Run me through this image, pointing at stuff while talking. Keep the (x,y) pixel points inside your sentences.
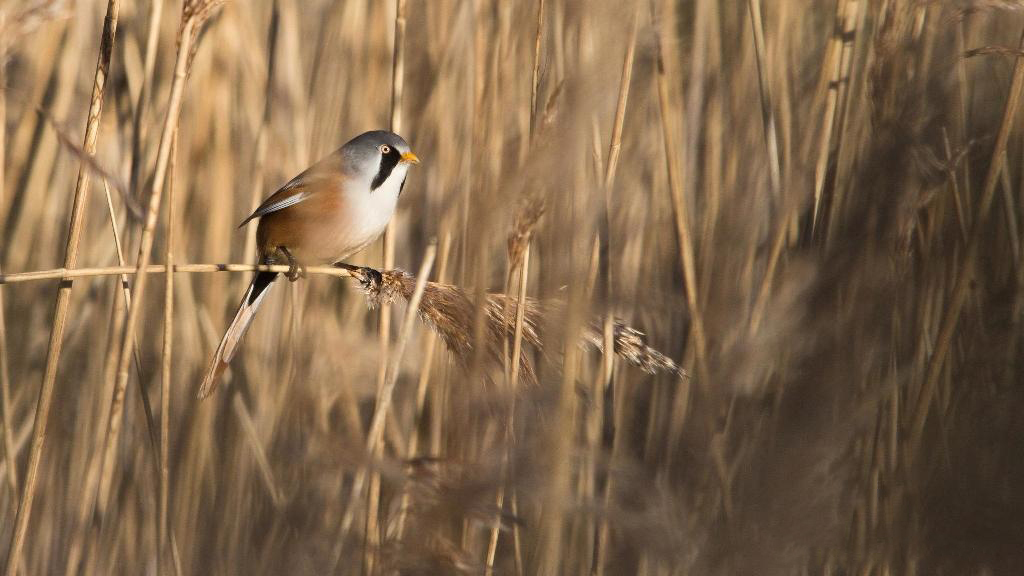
In this picture we can see a bird (390,136) and in the background (332,152) we can see plants (433,355).
